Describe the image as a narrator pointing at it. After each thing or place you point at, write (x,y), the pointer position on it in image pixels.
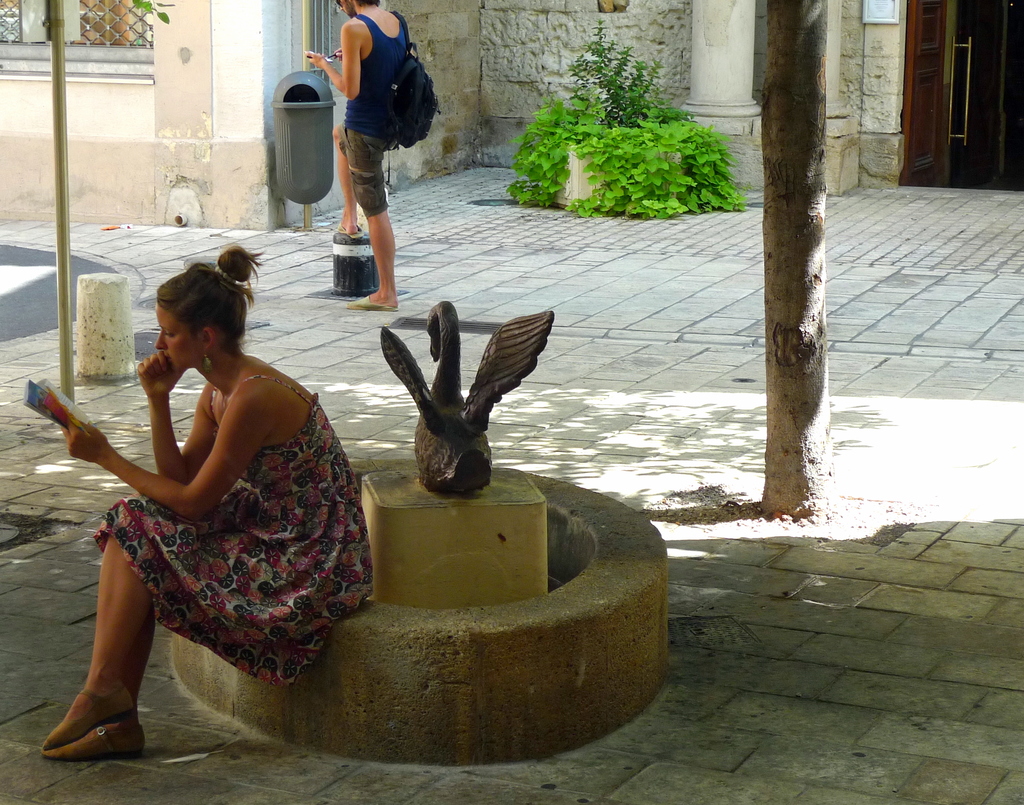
In the center of the image (446,359), we can see a sculpture (442,392) and there is a lady (156,428) holding a book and sitting on the wall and in the background (355,187), there is a person (379,187) wearing a bag (402,105) and holding an object (329,64) and there are plants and there is a building (660,75), a pillar (702,60) and some poles (57,58), a mesh (89,43) and a door (955,86). At the bottom (779,641), there is a road (741,712).
